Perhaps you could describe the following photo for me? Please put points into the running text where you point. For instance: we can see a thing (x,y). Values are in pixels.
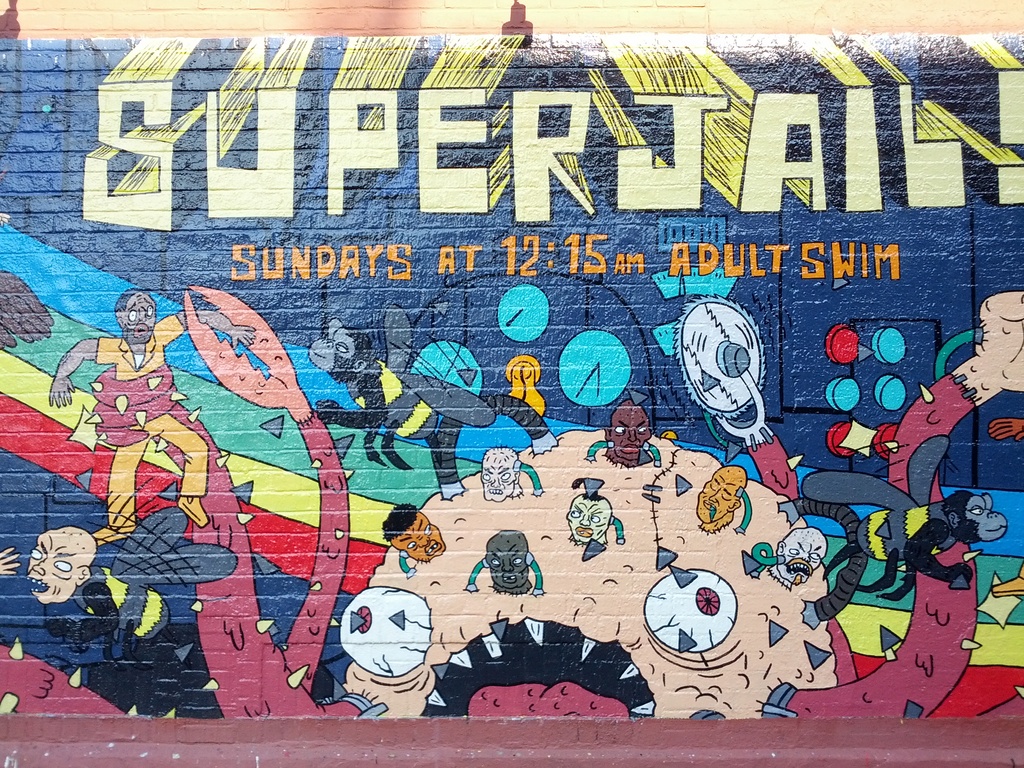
In this image we can see a wall (657,295). On the wall (542,300) there is graffiti (556,448). Also something is written on the wall (318,245).
